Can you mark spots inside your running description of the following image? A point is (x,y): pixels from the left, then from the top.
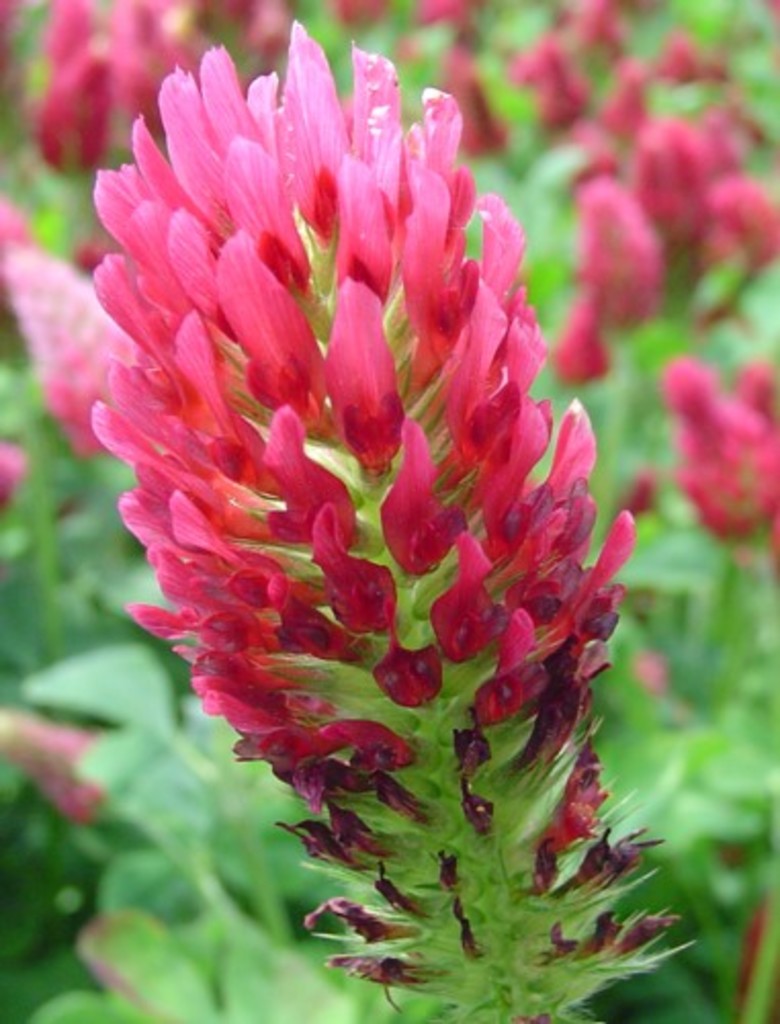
In this image we can see many plants (510,795). There are many flowers (358,682) to the plants (313,663).
